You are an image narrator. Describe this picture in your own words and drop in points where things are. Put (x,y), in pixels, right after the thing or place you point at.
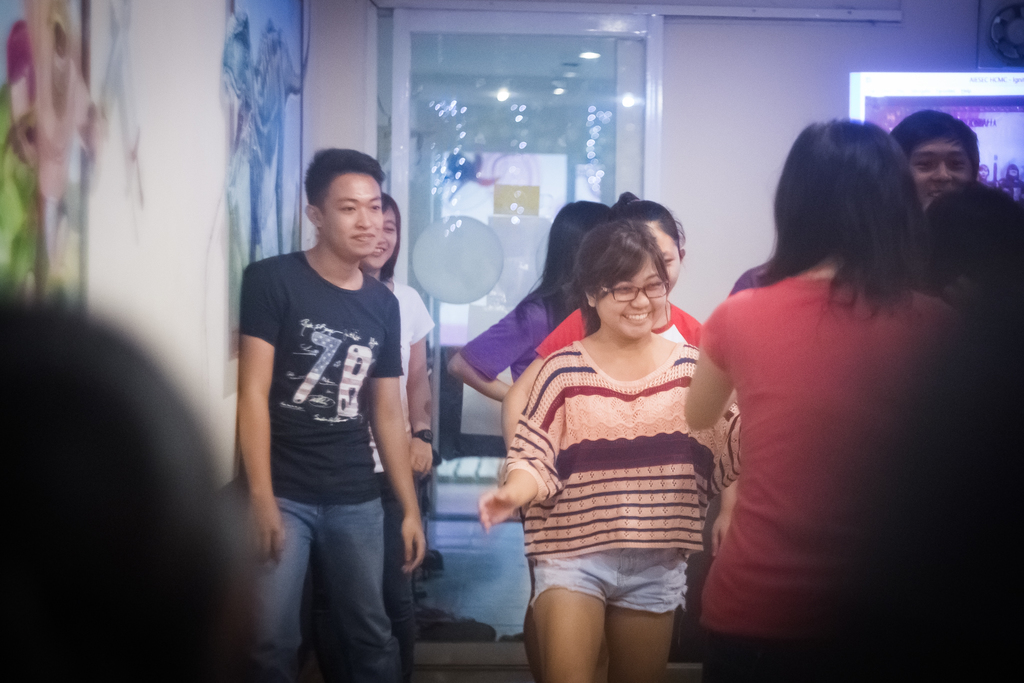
There are persons (869,187) in different color dresses (253,316), standing. Some of them are smiling. On the left side (298,114), there are paintings (270,134) on the white wall (319,105). In the background (481,120), there is a glass window (503,94) and there is a white wall (836,50).
